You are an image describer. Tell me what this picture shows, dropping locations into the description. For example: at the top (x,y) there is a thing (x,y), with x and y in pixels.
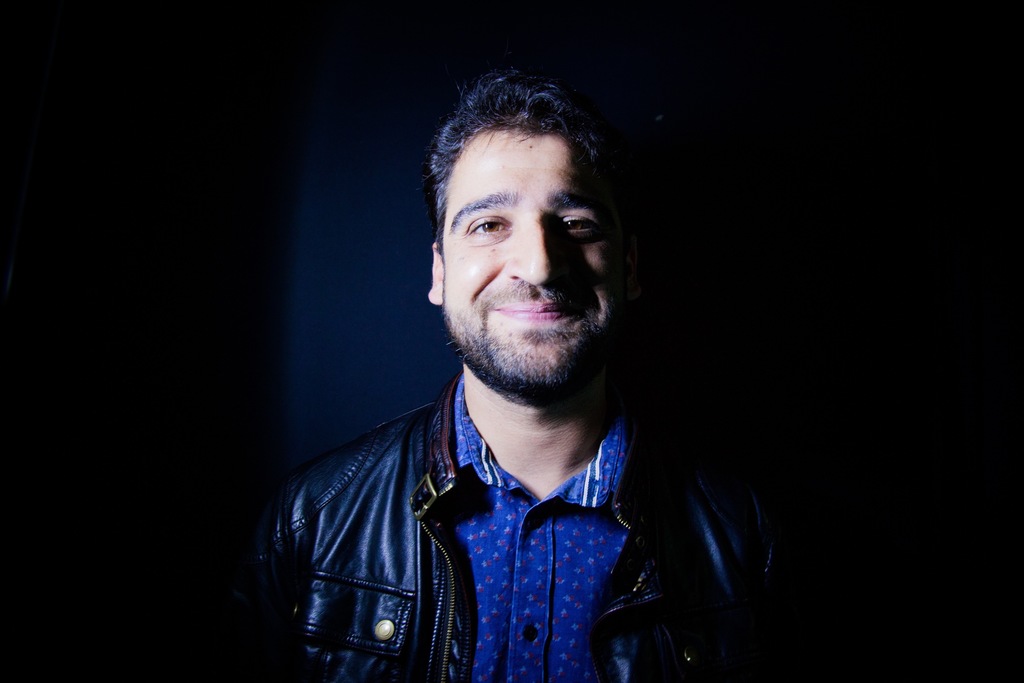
In the center of the image (486,345) we can see a man (462,402).
